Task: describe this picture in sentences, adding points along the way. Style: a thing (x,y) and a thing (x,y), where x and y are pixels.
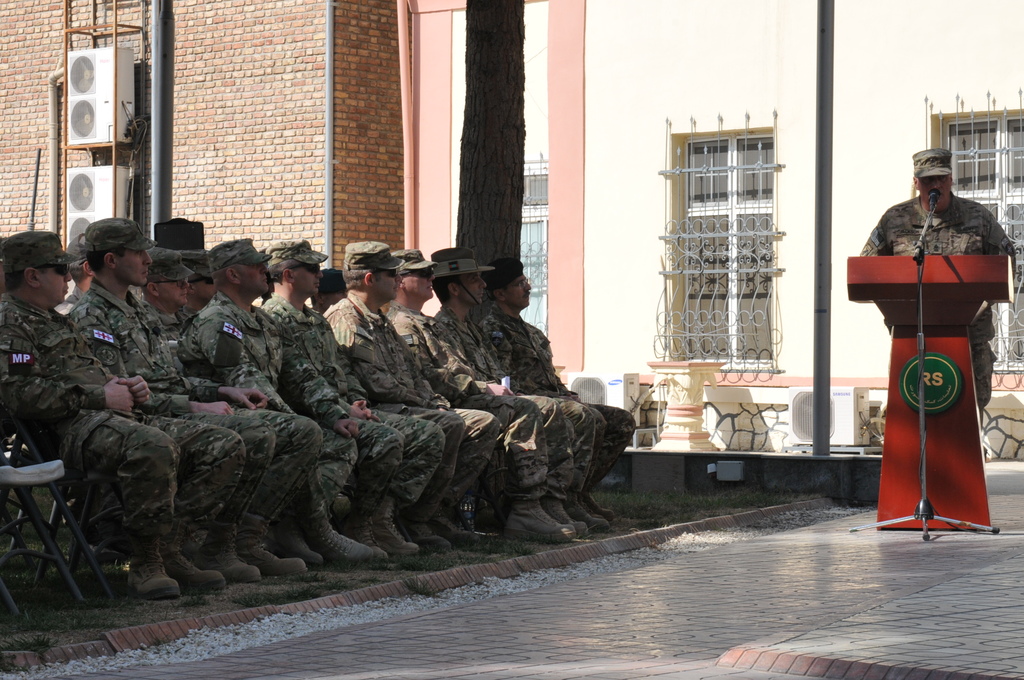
In this image there are a few army people (333,354) sitting on their chairs (13,478), in front of them there is a person (910,213) standing in front of the stand (946,474) and there is a mic (920,415). In the background (828,88) there are buildings (605,85) and there is a pipe (168,151) and a few objects (74,136) are hanging on the wall (80,151).
